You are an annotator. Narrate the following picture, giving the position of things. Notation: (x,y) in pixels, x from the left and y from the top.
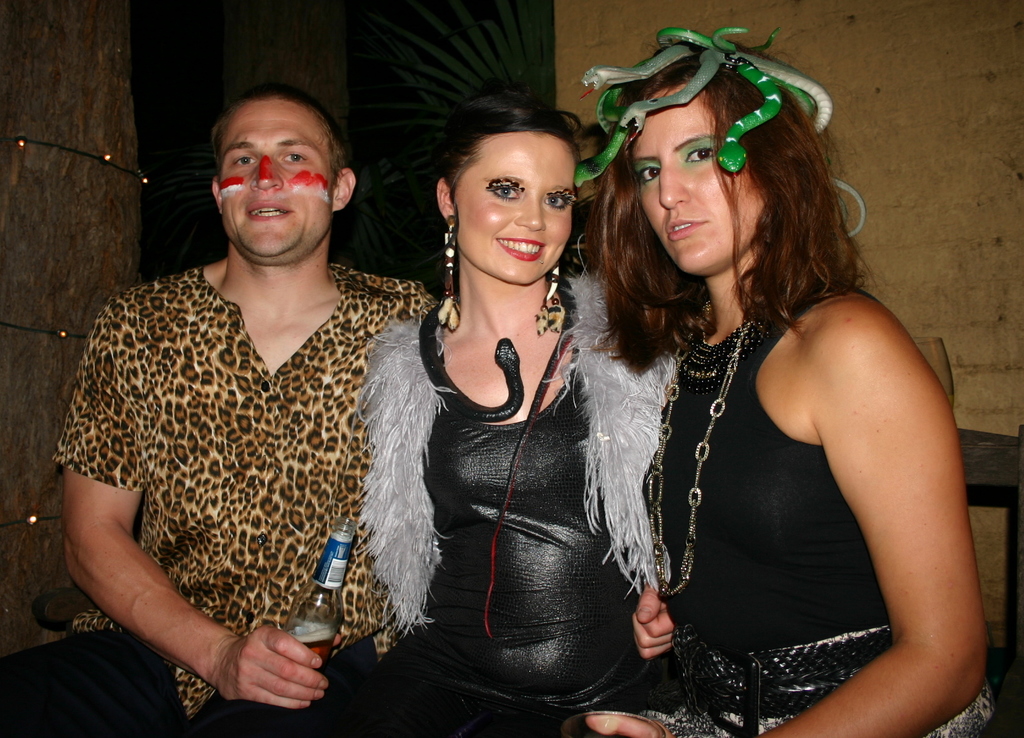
In this image we can see this person (86,549) wearing shirt (209,413) is holding a bottle (333,649) with a label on it. Here we can see these two women (808,422) wearing black dresses (564,482), one is smiling. The background of the image (804,51) is dark where we can see the wall (814,60).
